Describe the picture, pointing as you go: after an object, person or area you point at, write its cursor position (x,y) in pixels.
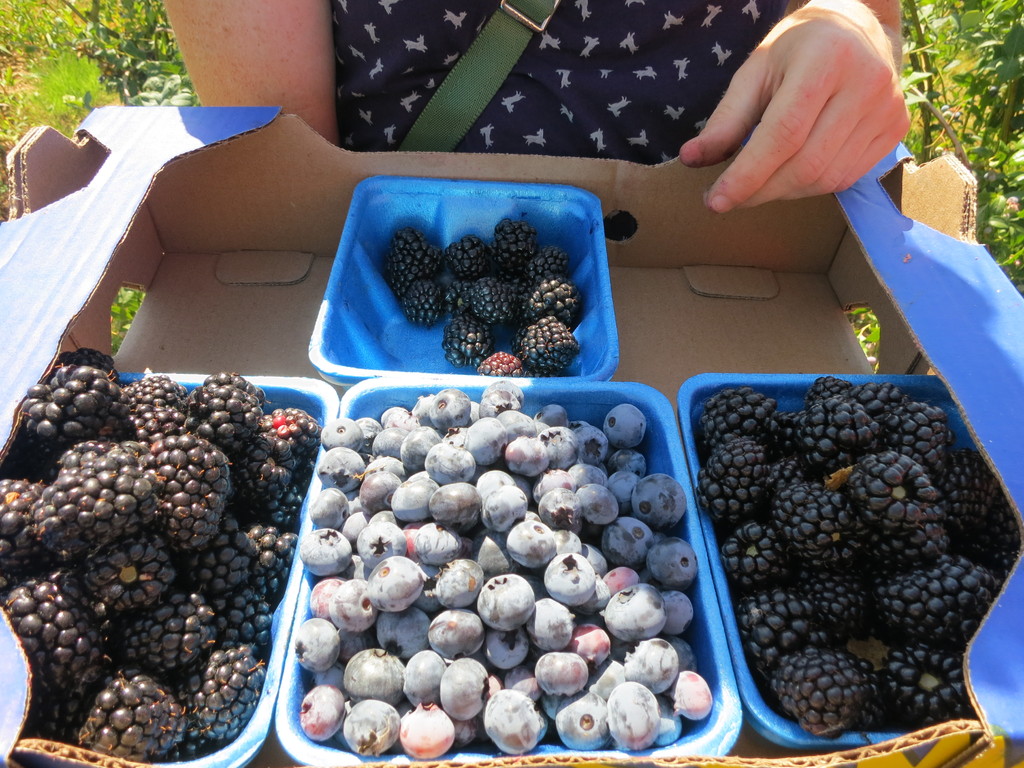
In this picture there is a box (819,253) in the center of the image (605,271), which contains different boxes (381,332) of fruits (12,494) in it, there is a lady (282,16) who is standing at the top side of the image (317,84) and there are plants (52,36) on the right (957,21) and left side of the image (5,21).
